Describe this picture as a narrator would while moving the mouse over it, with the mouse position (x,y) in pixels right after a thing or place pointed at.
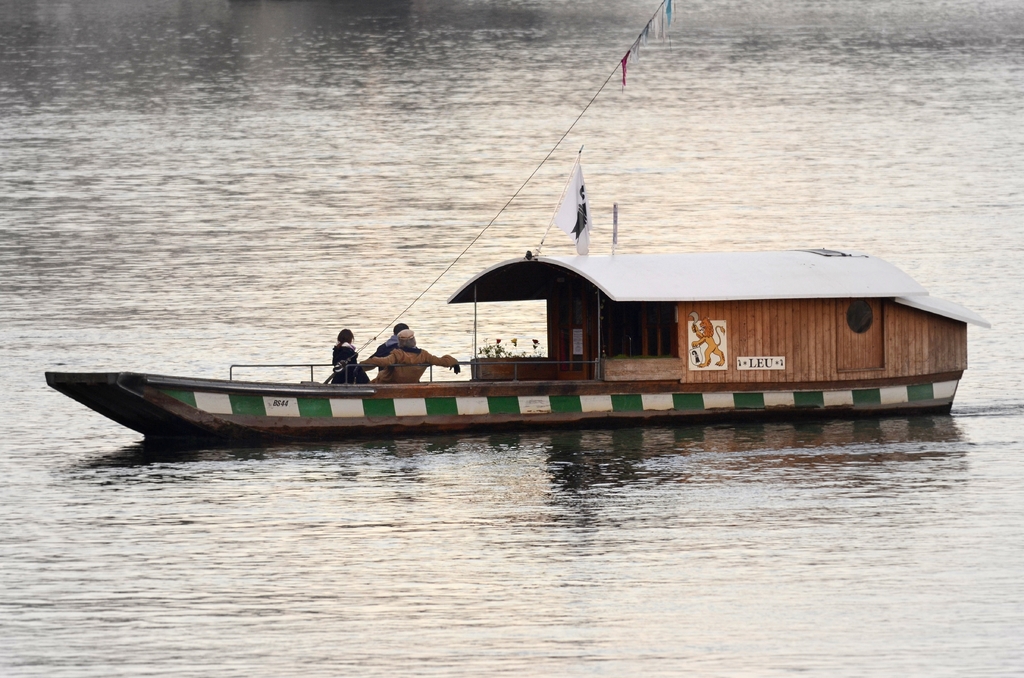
In the center of the image (396,411) we can see a boat (588,414) on the river (611,502) and there are people (381,368) sitting in the boat (413,389).
